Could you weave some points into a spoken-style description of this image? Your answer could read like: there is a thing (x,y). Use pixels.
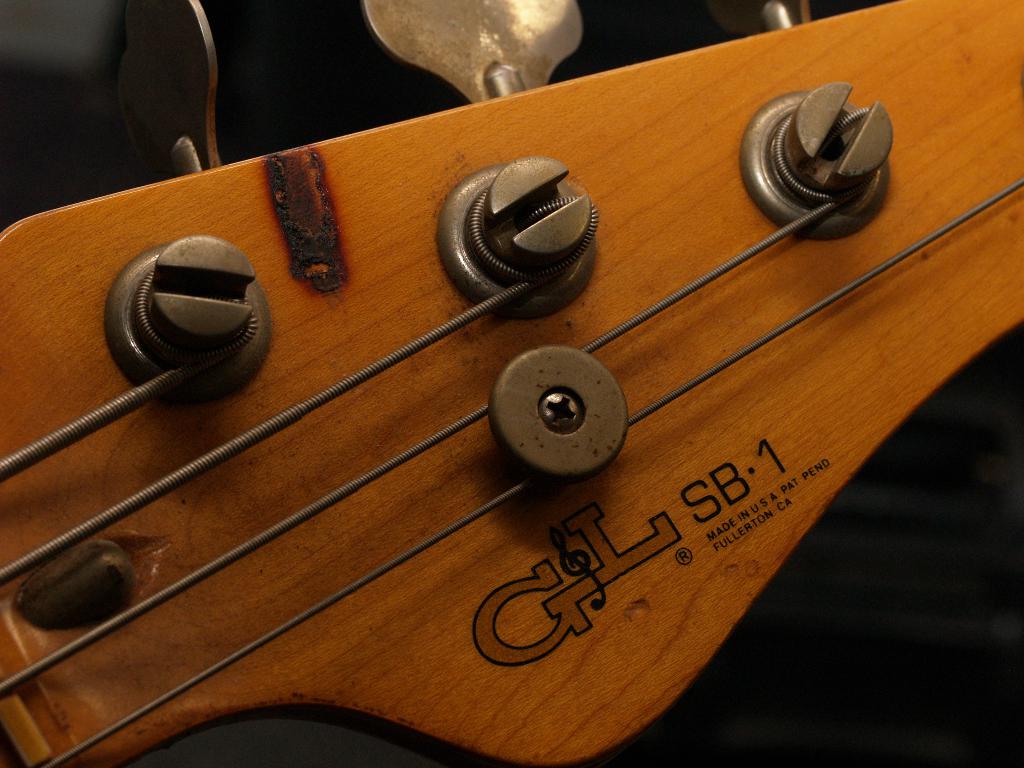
In this image I can see a closer view of a guitar (763,18), and there are some nuts (624,423).
